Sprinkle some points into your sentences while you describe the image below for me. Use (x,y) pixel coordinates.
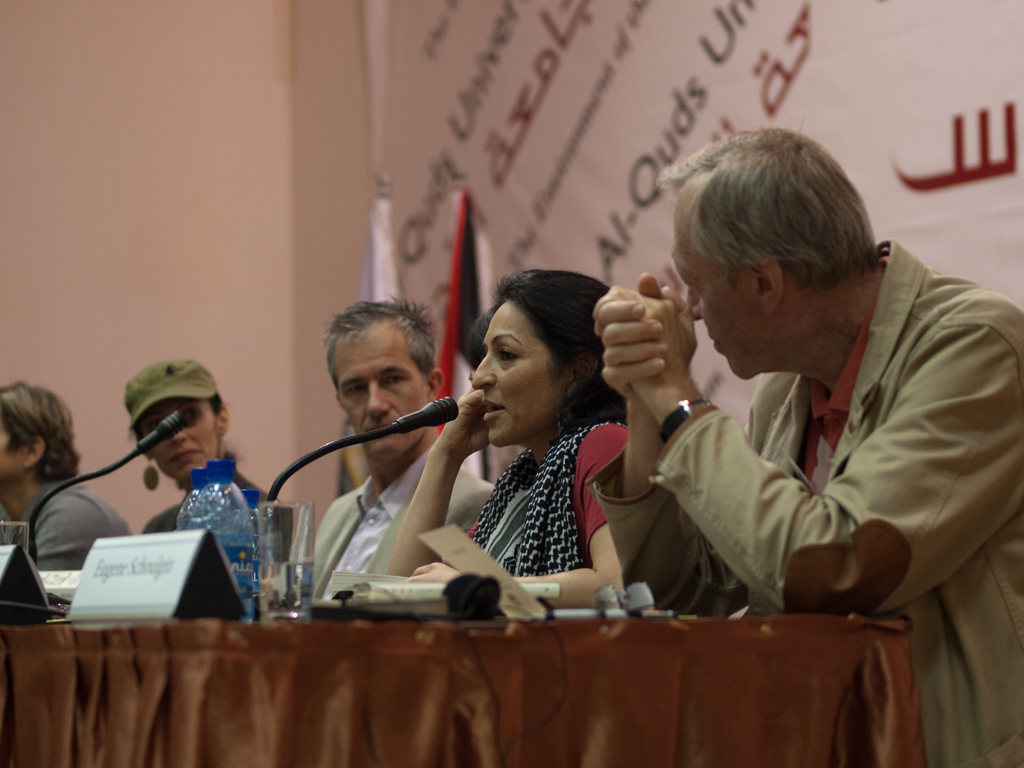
In this picture we can see people (903,497). On a table (301,713) we can see name boards (159,611), microphones (143,453), bottles (201,509), water glass (295,614) and objects (514,611). At the bottom portion of the picture (268,661) we can see a cloth (667,713). In the background of the picture (911,93) we can see the wall (360,164), banner (964,104) and flags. We can see a woman (557,350) and she is talking.
